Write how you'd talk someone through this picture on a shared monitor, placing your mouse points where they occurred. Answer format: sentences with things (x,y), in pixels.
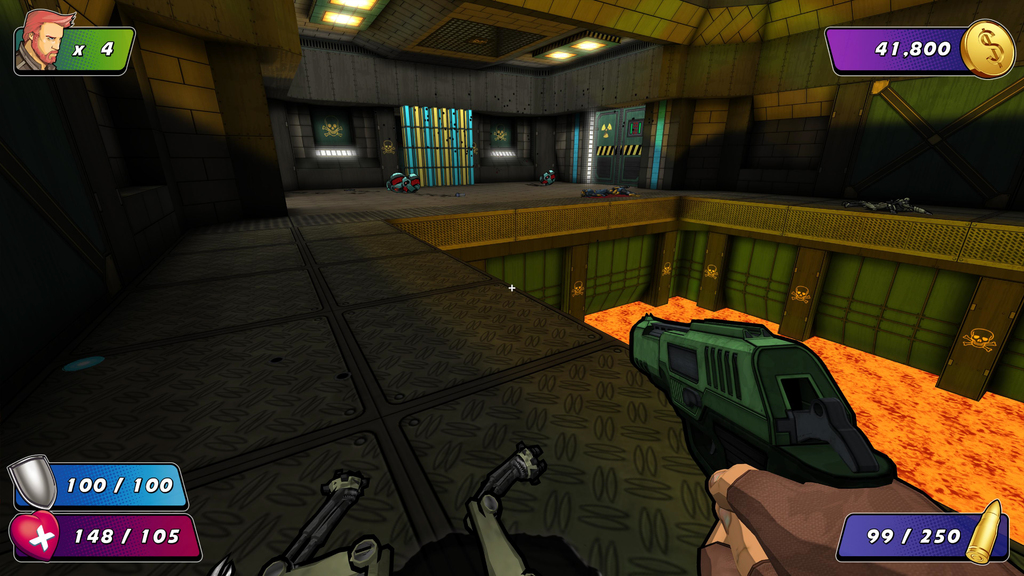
Here we can see an animated picture. There are lights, cartoon images (900,204), wall (310,140), and ceiling (491,20). Here we can see hands (806,539) of a person (805,529) holding a gun (742,379).
